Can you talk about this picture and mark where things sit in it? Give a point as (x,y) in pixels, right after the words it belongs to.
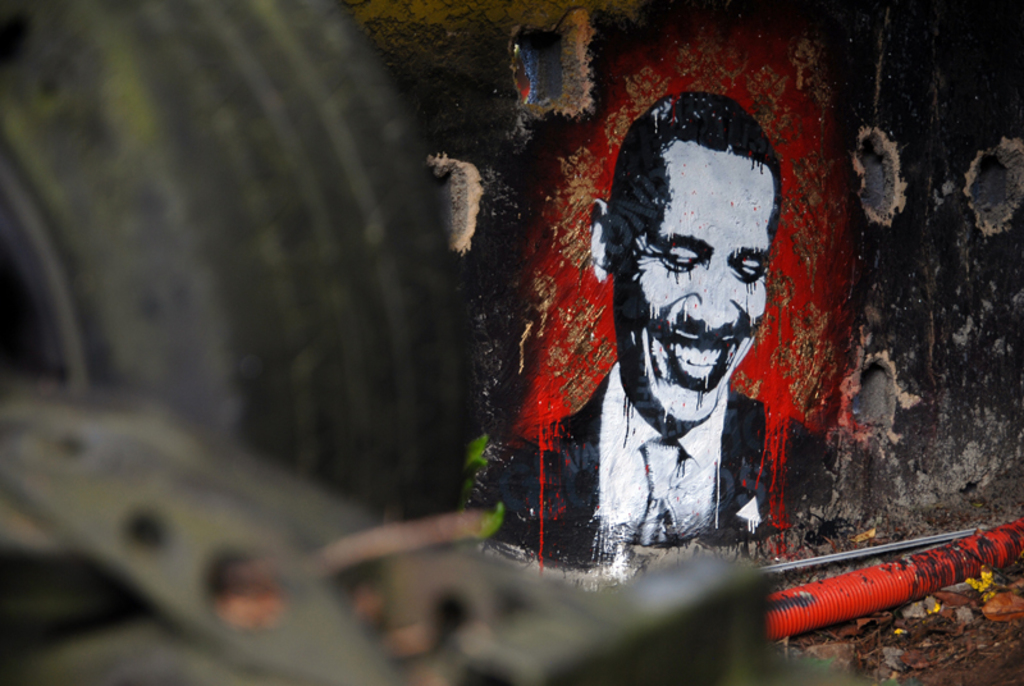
In this image I can see the wall (961,240) which is black in color and on the wall (878,179) I can see a painting (726,313) of a person (704,395) which is white and black in color. I can see a pipe (822,616) which is orange in color and few other objects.
